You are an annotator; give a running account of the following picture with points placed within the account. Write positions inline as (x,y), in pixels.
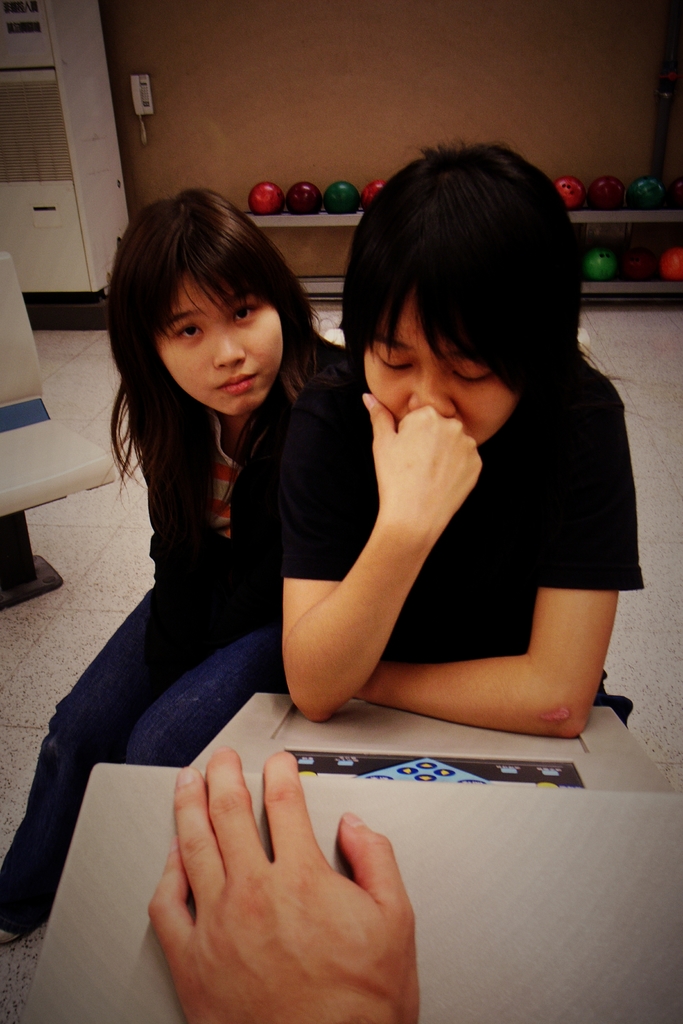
In this picture we can see two girl's (473,545) are sitting, one girl (445,467) is leaning on a console (425,774), we can see one person hand (250,1002), behind we can see a chair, some balls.
